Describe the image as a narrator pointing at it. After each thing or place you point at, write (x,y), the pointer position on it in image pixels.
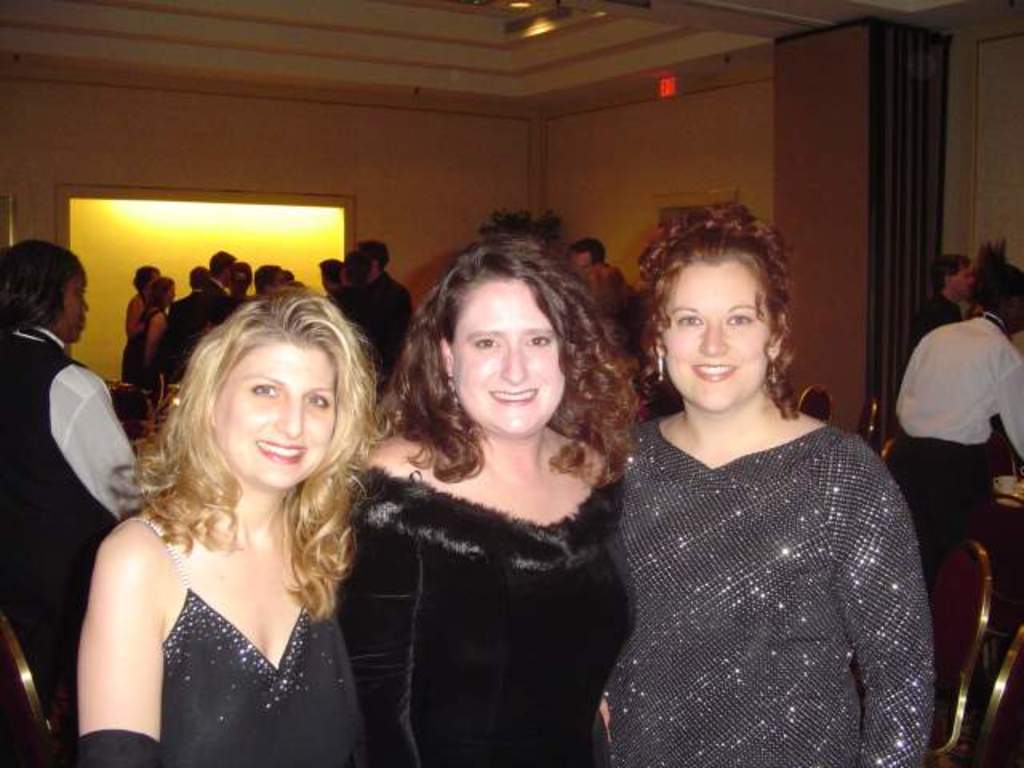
In the center of the image (405,401) we can see three ladies (535,492) standing and smiling. In the background (5,380) there are people (944,358) and we can see chairs (956,551). There is a wall (604,168) and we can see lights (536,24).
